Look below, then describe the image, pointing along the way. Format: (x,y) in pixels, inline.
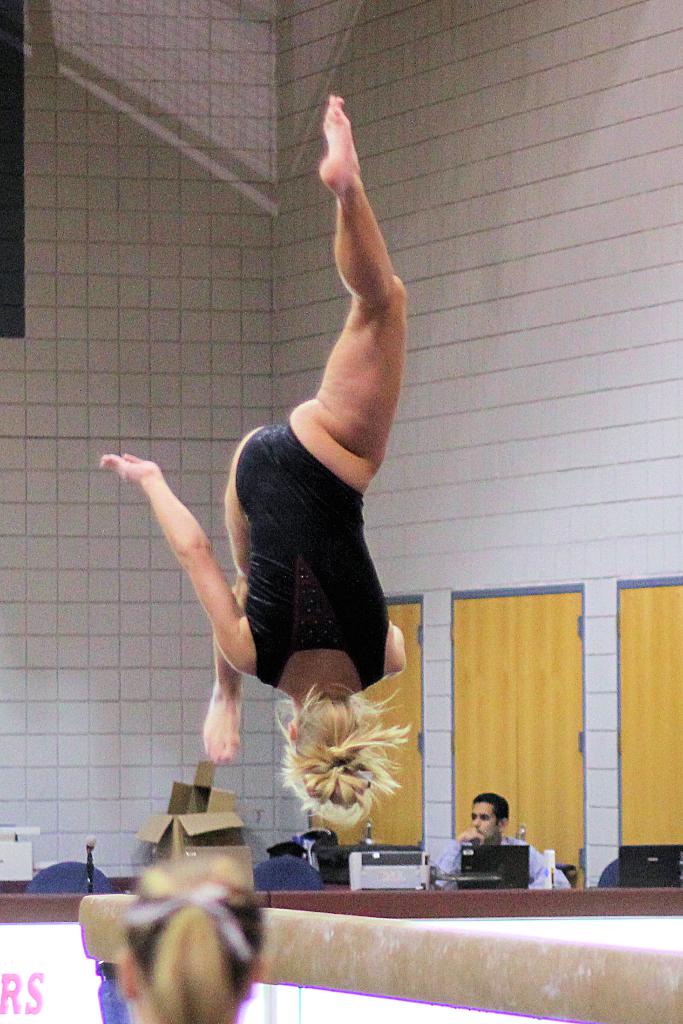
In the image there is a person (281,687) jumping upside down in the air, this seems to be gymnastics, in the back (492,804) there is a man (488,818) sitting in front of desktop (496,878).
